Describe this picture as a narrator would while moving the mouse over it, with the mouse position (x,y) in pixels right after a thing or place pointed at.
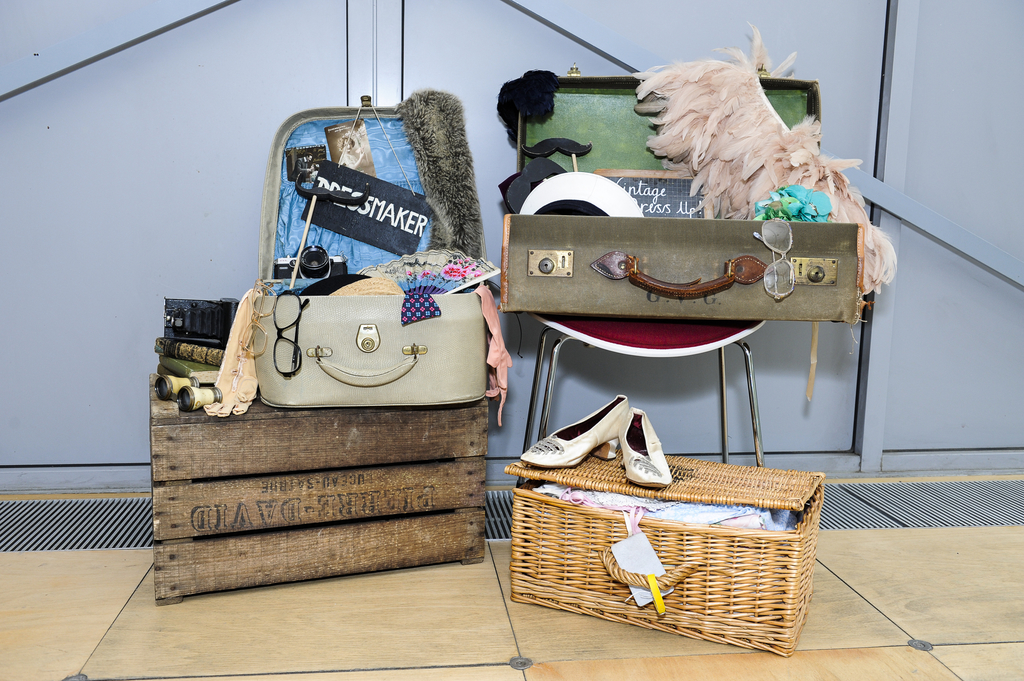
In this picture we can see a basket (573,549), a chair (637,333), trunk box (582,259), a wooden object (153,435), binoculars (182,386), a suitcase (272,319), a board (390,230), spectacles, a pair of sandals (571,443), camera (305,263) and some objects (430,242). Behind the trunk box (563,225) there is a wall (942,197).
